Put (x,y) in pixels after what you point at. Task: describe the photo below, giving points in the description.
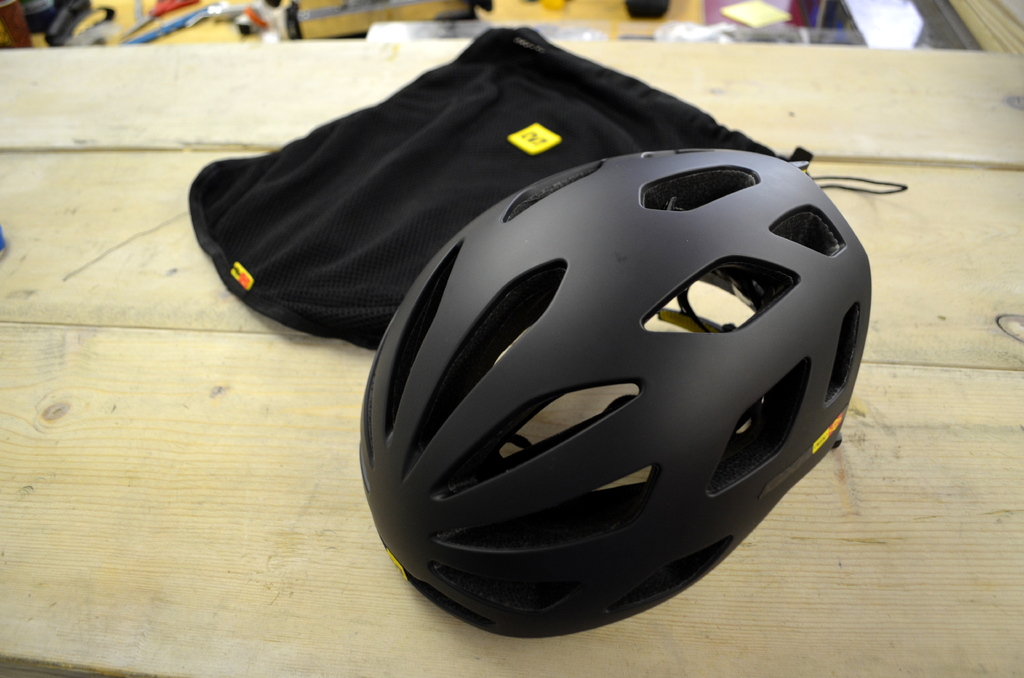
In this picture there are objects (444,356) which are black in colour in the center (508,227). In the background (386,30) there are objects (225,5) which are yellow and white in colour.
